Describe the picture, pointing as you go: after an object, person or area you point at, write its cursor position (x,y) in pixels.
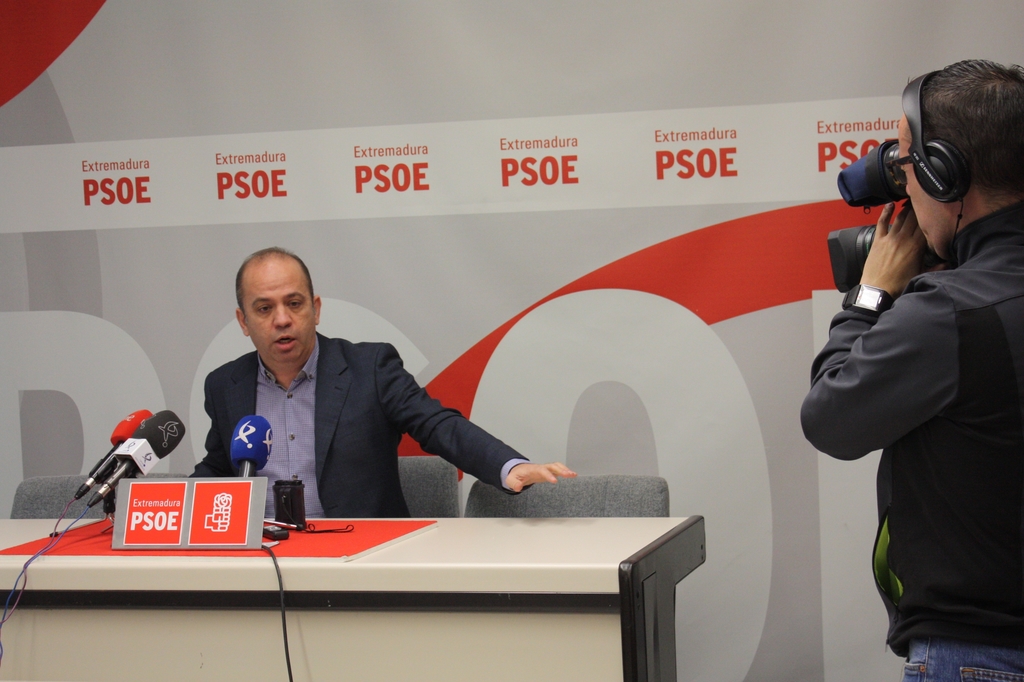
In this image, In the left side (121,602) there is a table (474,631) which is in white color on that there are some microphones (163,453), there is a person (314,400) sitting on the chair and he is speaking in the microphone (239,433), In the right side (962,626) there is a man (985,527) standing and he is holding a camera (846,257) which is in black color, In the background (381,126) there is a white color wall (448,87).
